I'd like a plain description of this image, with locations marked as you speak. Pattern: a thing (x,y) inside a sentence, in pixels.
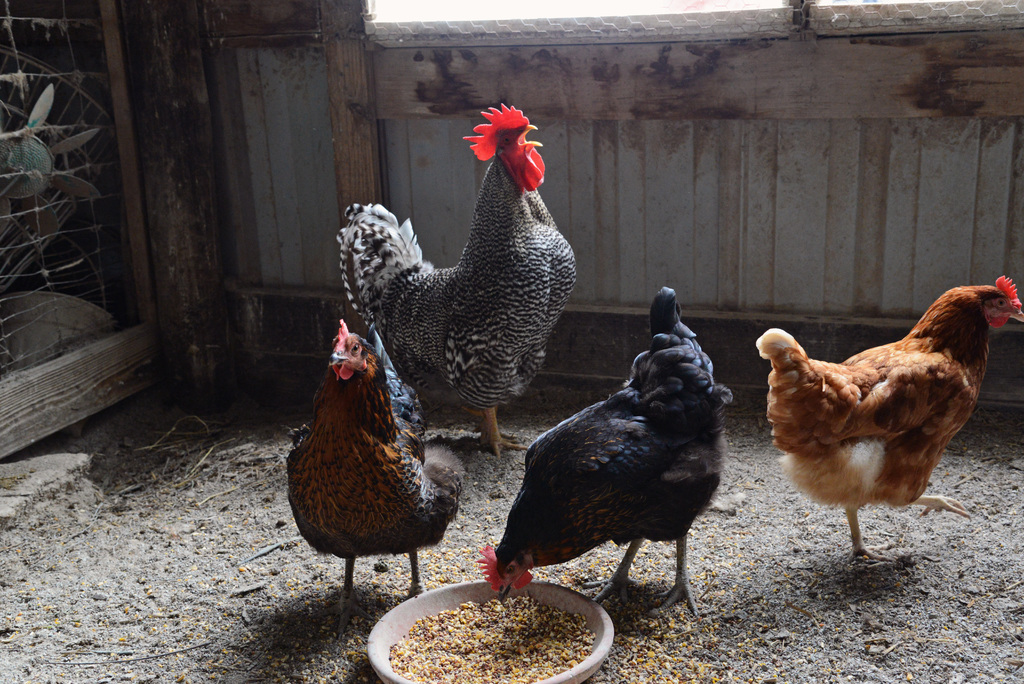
In this image we can see the birds (619,491) on the ground (461,542) and a bowl (480,639) with some food items (468,626). In the background (555,97), we can see the wall (756,121) with wood (151,343) and a few objects (38,356).
